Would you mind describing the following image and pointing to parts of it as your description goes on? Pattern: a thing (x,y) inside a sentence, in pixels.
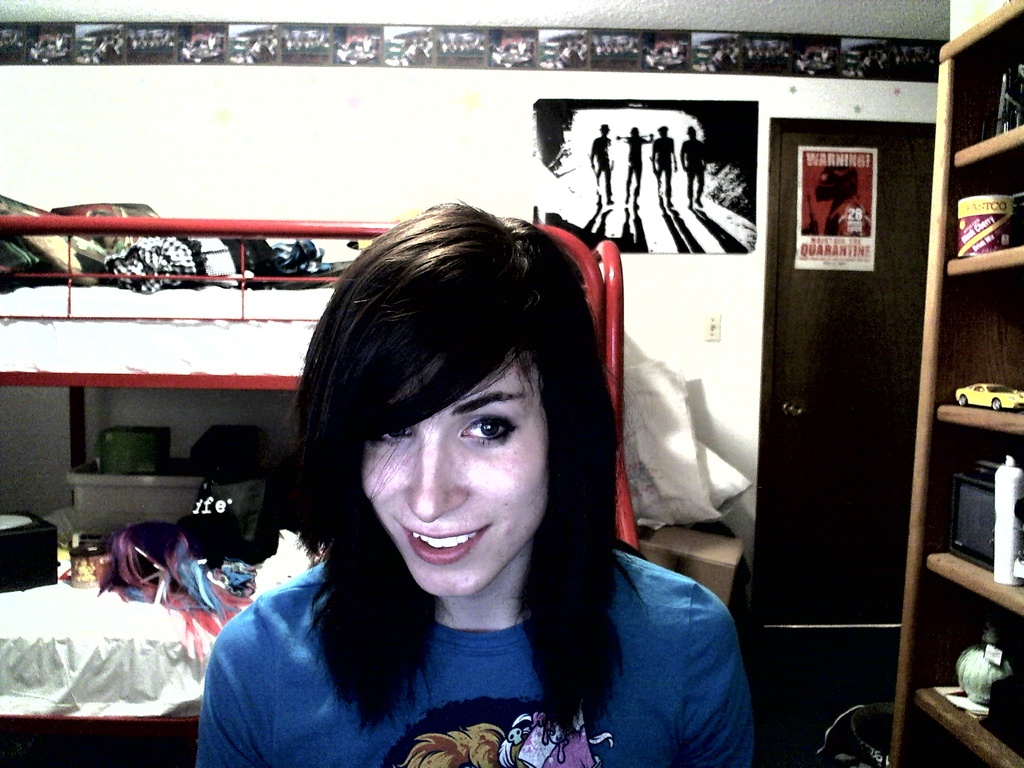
In this picture there is a woman (606,495) who is wearing blue t-shirt (507,727). In the back (371,227) we can see double bed (241,351) near to the wall (349,184). On the right (944,409) there is a wooden rack (1019,596) near to the door (881,339). Here we can see toy car (1008,394), bottle (1006,554), screen (964,536), book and other objects (978,221) on the wooden rack (962,428). On the left (252,431) we can see bags (249,444), clothes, box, pillow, bed sheet (71,636) and other objects (154,533) on the bed (286,278). Here we can see posters (835,200) on the wall (741,266) and door (785,322).
